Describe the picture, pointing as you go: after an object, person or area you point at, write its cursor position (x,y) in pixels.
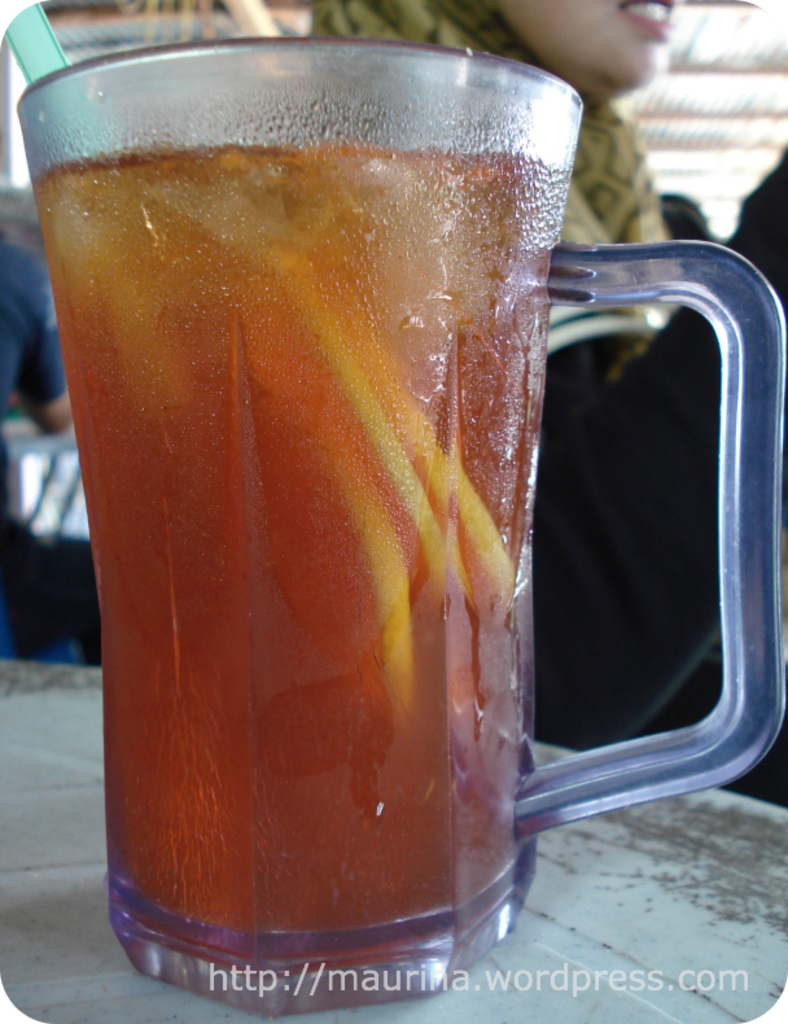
In this image we can see a glass (421,462) of liquid (282,593) with a straw (56,86) on the table (746,878). In the background (612,24) we can see a woman (647,70). At the bottom (356,971) there is text (446,980).
